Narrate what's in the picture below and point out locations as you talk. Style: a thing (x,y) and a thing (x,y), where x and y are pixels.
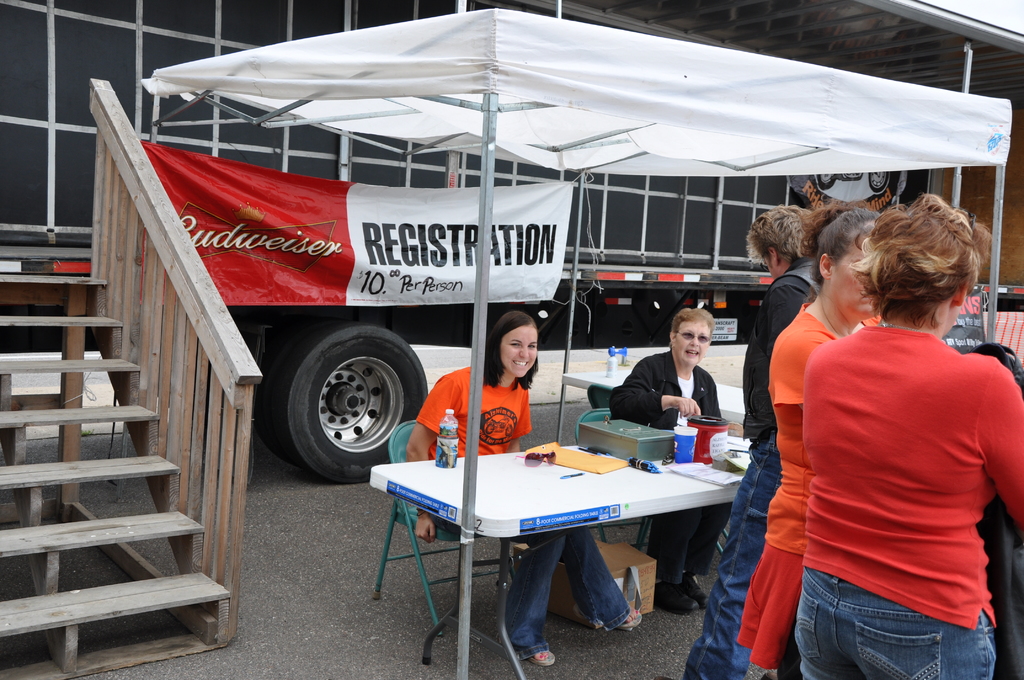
In this image we can see three persons (749,239) standing on the right side (899,222). Here we can see two women (519,574) sitting on a chair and they are smiling. In the background (362,398) we can see wheels (342,378).
